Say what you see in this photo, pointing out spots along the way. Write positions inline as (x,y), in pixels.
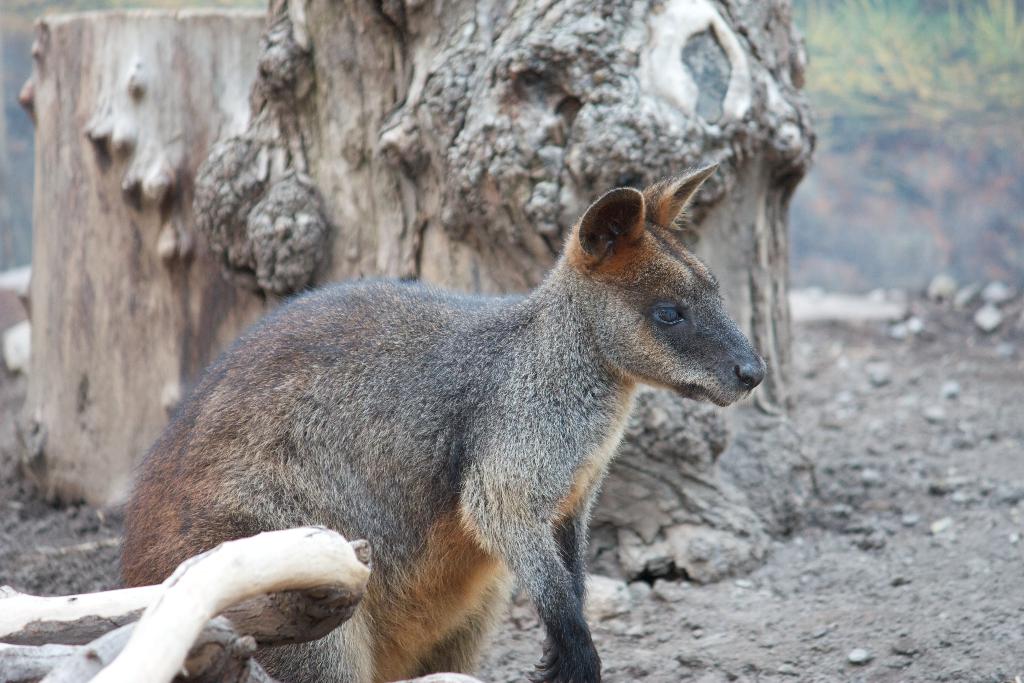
In the image we can see there is a tree stem (409,145) in the background (157,281) and in front it there is a kangaroo (480,388) standing. It is in brown and black colour and the ground (787,594) is covered with mud (870,554) and stones (914,520).
